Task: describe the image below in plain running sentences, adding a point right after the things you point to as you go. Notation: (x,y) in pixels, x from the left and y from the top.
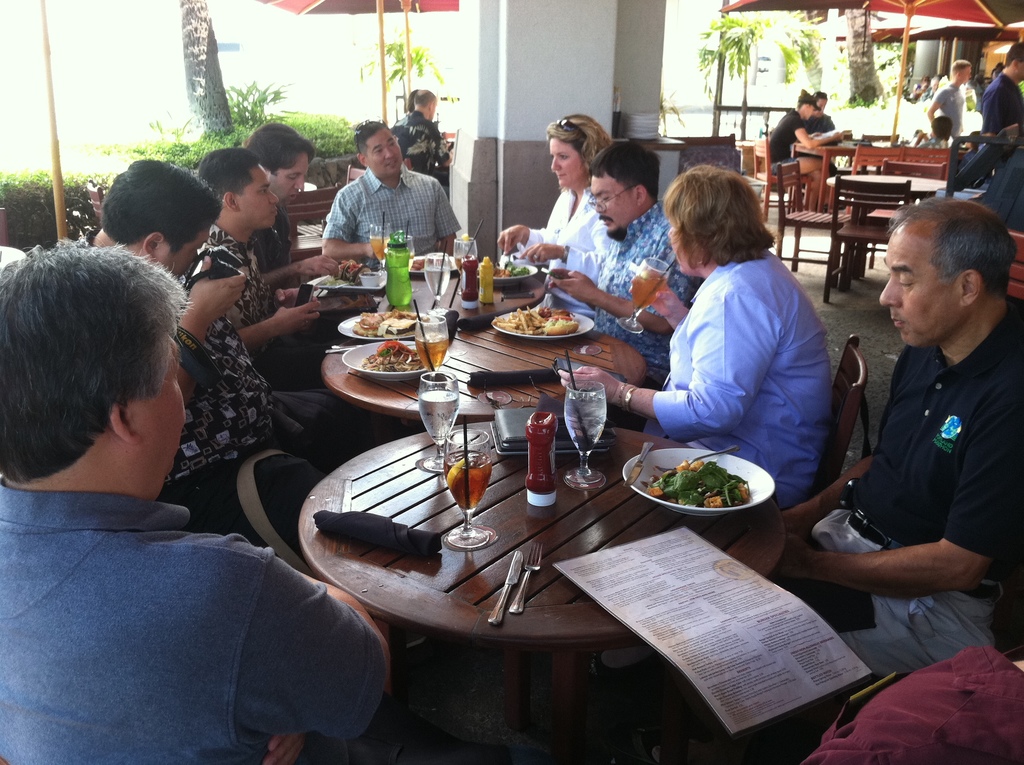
In this image, there are some persons (272,565) sitting on the chair (850,389). There is a table (488,367) in front of these persons (279,260). This table (571,526) contains food (665,494), glass of water (436,435), knife (516,566) and fork (531,562). There are some plants (196,147) behind these persons (352,216). There is an umbrella (949,9) behind this table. This person (573,160) holding spectacles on her head (566,142).
